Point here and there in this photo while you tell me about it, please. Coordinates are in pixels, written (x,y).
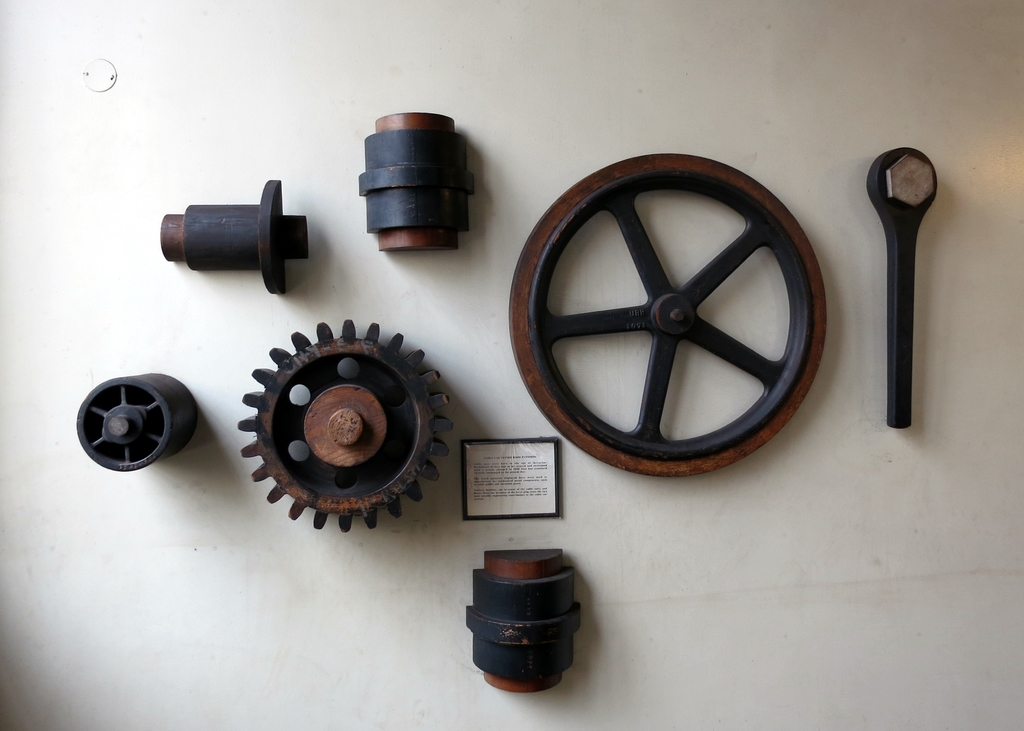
In this image there are objects (493,607) on the wall (508,405), there is a frame (521,467) on the wall (504,429), there is text (520,465) on the frame (505,492).
